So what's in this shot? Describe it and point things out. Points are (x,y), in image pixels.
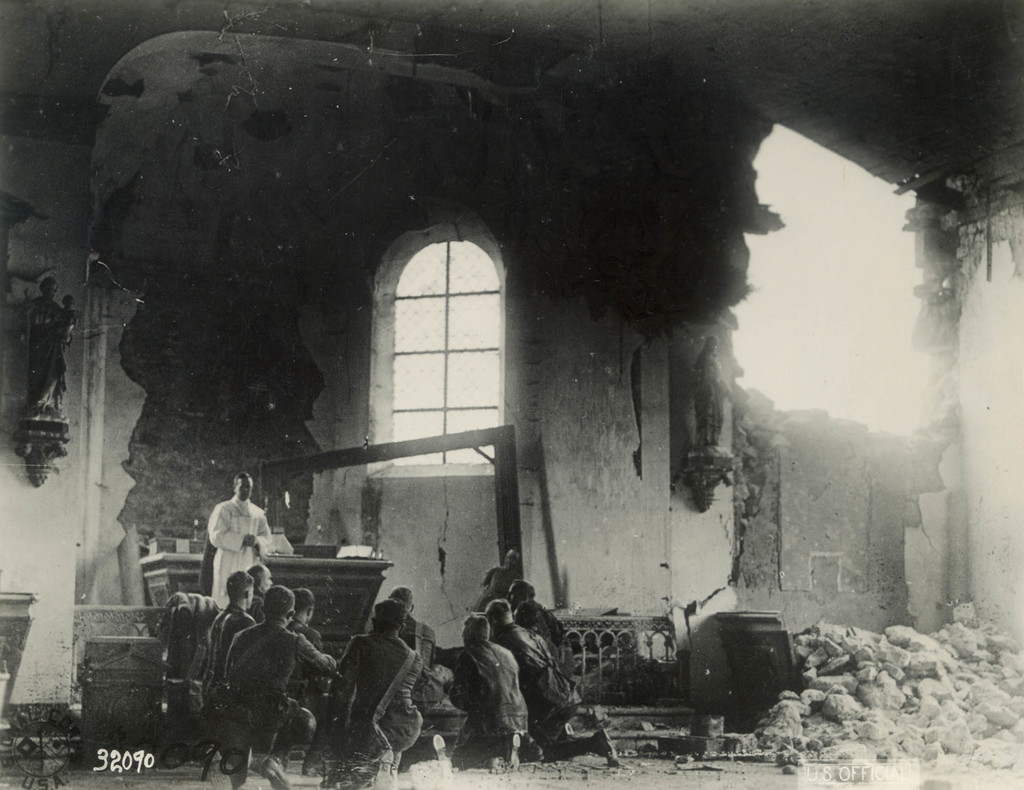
In this picture we can see a group of people (257,513), window (420,330), stones (928,689) and in the background (579,214) we can see wall (558,294).
